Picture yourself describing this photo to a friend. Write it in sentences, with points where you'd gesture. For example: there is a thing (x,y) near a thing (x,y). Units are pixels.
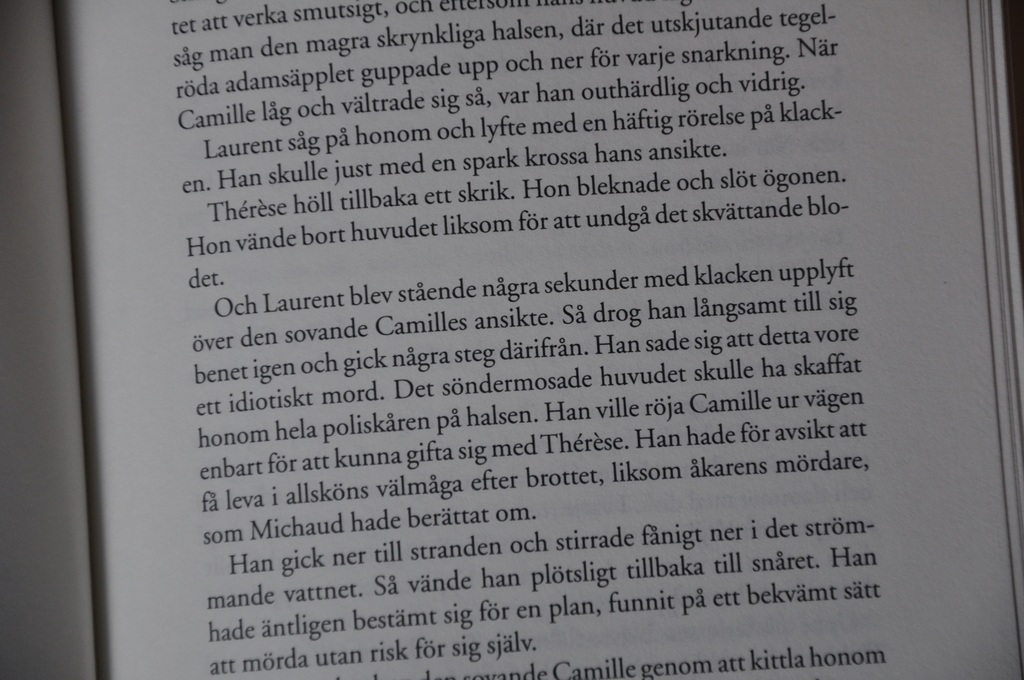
In this picture we can see a book (204,452) and we can see text (444,161) on a paper (319,160).
